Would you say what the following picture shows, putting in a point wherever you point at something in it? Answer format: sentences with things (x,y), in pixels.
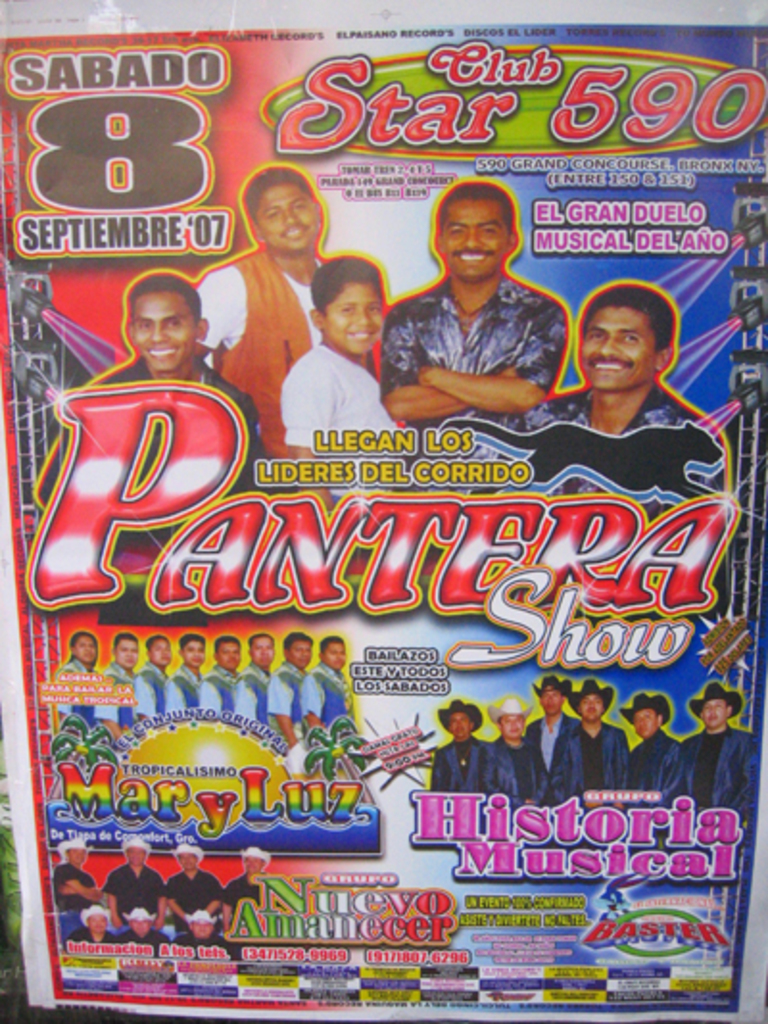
This is a picture of a poster (319,433) we can see the faces (186,306) of some persons (282,399) and some text (343,472) in this image.
